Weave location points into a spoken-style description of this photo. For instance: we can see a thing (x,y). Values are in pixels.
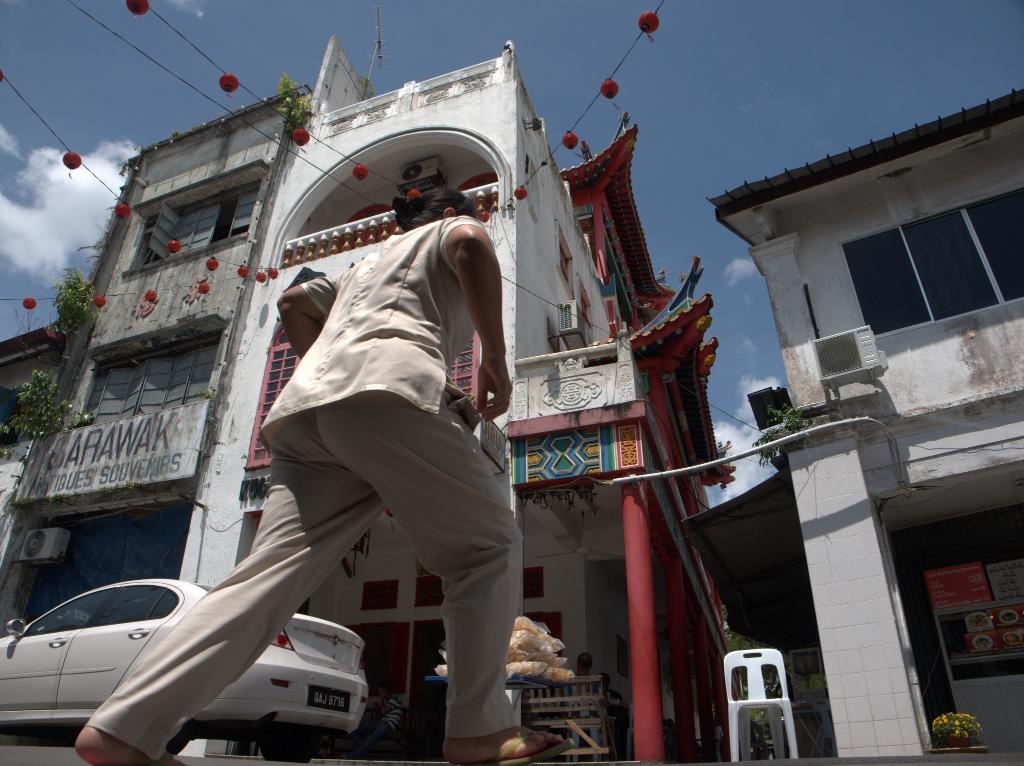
In this image we can see a person (397,364) is walking on the road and a vehicle (62,691) is moving on the road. Here we can see a chair (734,705), wooden benches (579,707), flower pot (971,732), buildings (1023,339), wire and the sky (269,49) with clouds (31,212) in the background (43,217).
